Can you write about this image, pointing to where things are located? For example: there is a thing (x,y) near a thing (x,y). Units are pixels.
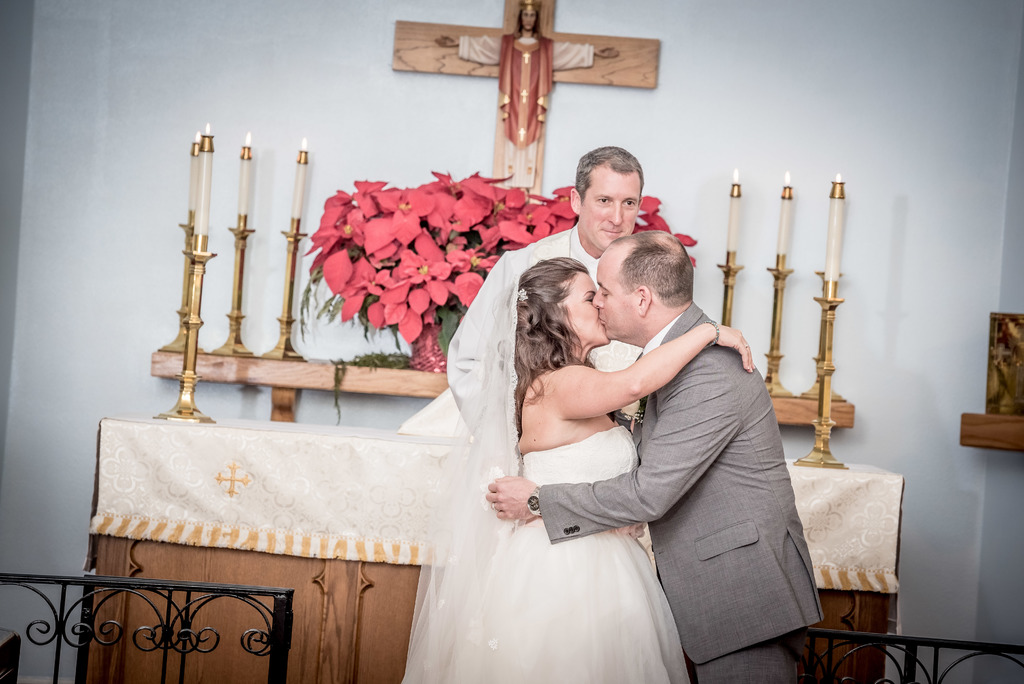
In this image we can see a man (703,483) and a woman (593,441) are hugging and kissing and behind them there is a man (475,309) standing at the table (290,681) and we can see candles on the stands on the tables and we can see flowers (468,297) also. There is a person sculpture (553,52) on a cross symbol (451,32) on the wall (73,250). On the left (274,621) and right side (843,631) at the bottom (268,608) we can see fences (275,674). On the right side (1017,322) there is an object (1017,322) on a platform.
